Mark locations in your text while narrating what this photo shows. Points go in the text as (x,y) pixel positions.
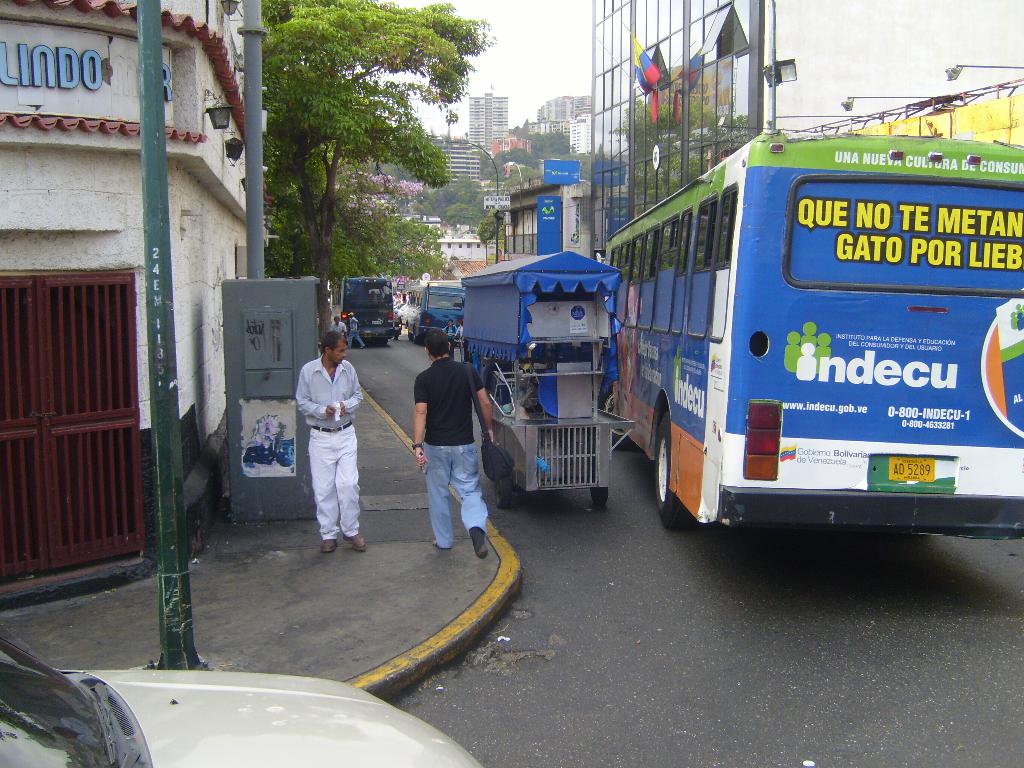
In this image I can see vehicles (577,416) on the road (537,534) and people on the sidewalk (430,575). In the background (391,194) I can see buildings (197,215), poles (250,194), trees (348,229) and boards (556,182). On the top (532,109) I can see the sky (532,52). This image is taken during a day.
